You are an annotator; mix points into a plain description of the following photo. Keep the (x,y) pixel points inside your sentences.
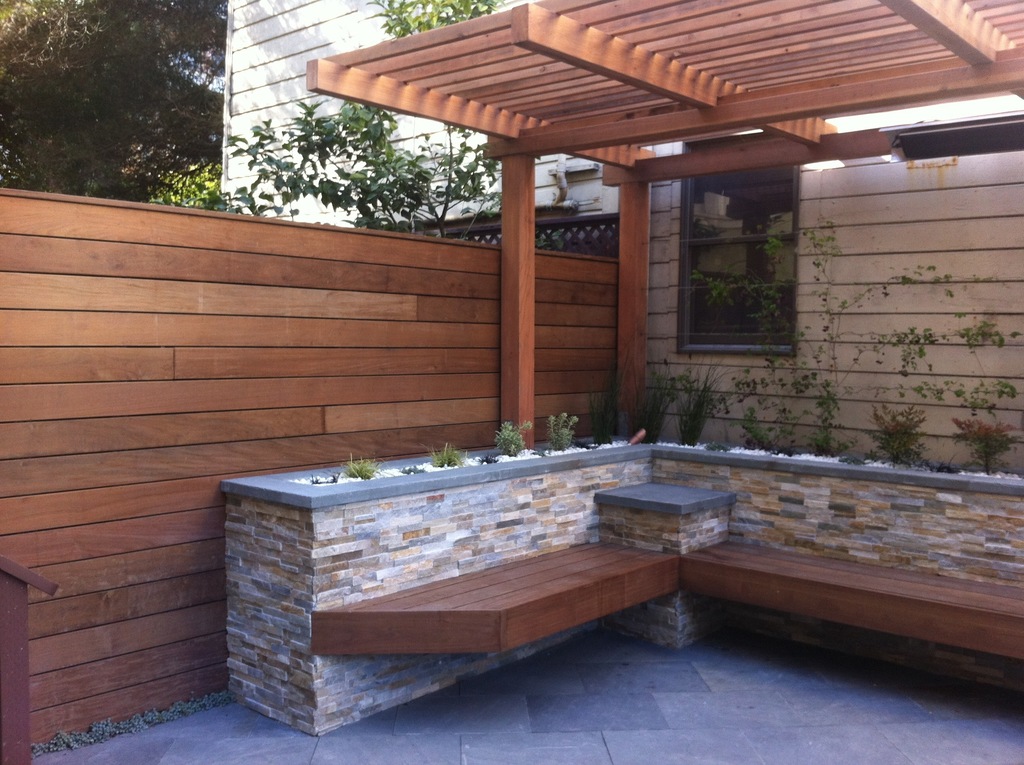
In the foreground of this image (553,624), there is a wooden bench (624,565). Behind it, there are few plants (763,405). We can also see a wooden wall (320,322) and a wooden shed (759,100) to the wall (937,208) of a house (732,188). There is also a window (750,252) to it. In the background (270,133), there are trees (169,149).
